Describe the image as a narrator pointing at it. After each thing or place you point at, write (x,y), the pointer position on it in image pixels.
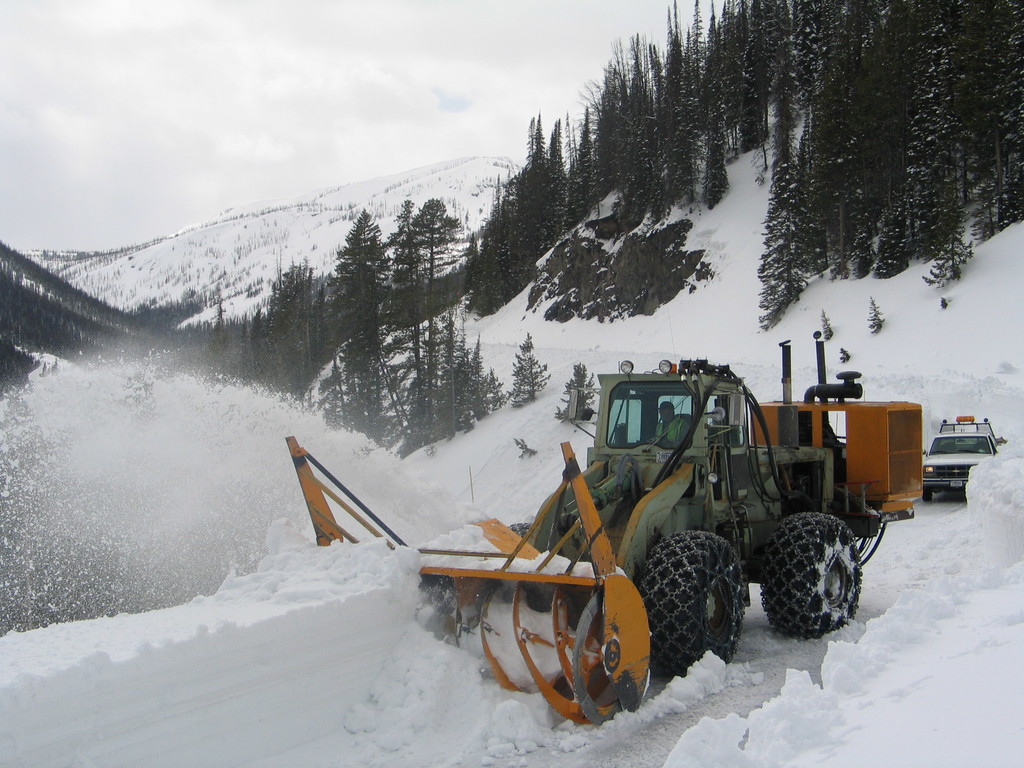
In the center of the image (636,495) we can see a commercial snow removal (302,456). In the background of the image (811,298) we can see the trees (1003,219), snow (986,379) and truck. At the top of the image (241,79) we can see the clouds (370,88) in the sky (7,7).
